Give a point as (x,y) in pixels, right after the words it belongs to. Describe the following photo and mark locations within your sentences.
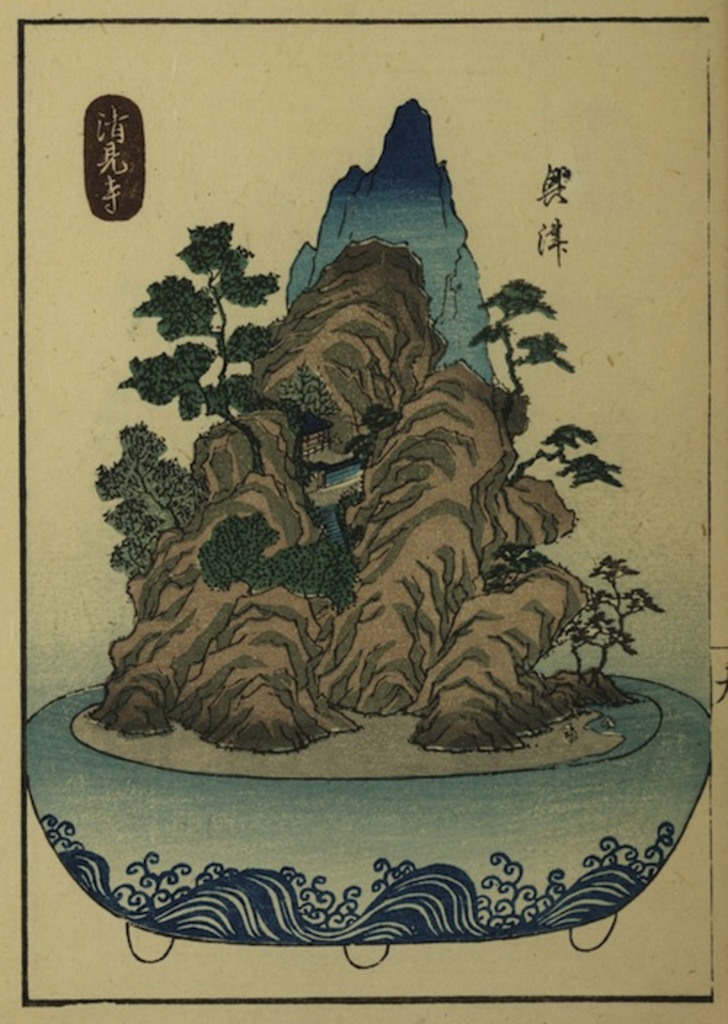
In the picture we can see poster (267,362) of a mountain (222,440) and there are some trees (353,448).
